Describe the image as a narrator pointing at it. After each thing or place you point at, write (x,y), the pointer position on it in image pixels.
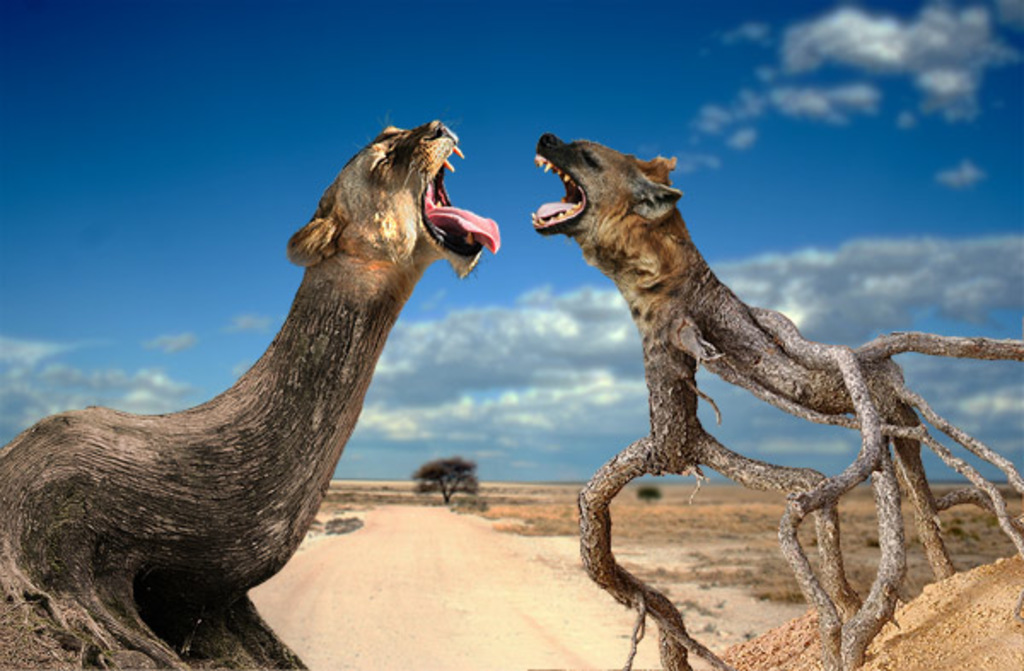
In this image we can see edited pictures (617,222) of animals (457,224), and branches (719,454) of trees (223,501), at the background (488,493), we can see a tree (457,471), land (559,530), on top of the image (301,184) we can see the sky (935,136).
